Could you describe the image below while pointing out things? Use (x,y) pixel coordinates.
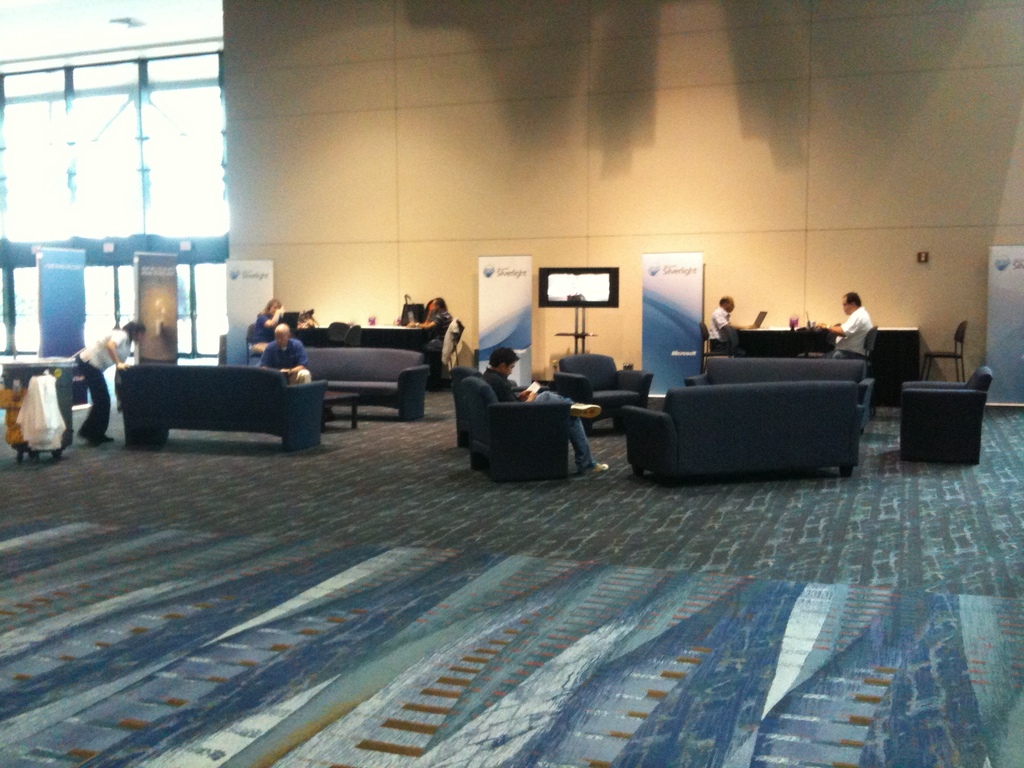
This is an inside view. Here I can see few people (577,430) are sitting on the chairs (128,406). In the background (530,371) there is a wall (740,189), window (129,201) and few boards (497,259).
